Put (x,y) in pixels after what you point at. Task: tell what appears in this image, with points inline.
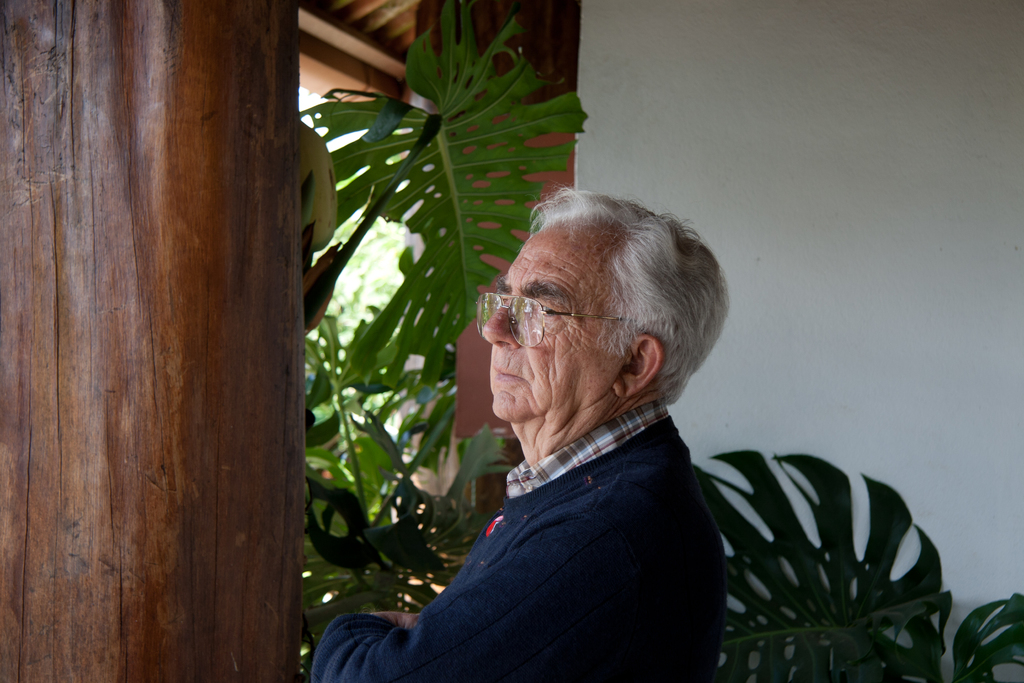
In this image we can see a person (557,443). Behind the person (488,612) we can see wooden object (264,331), plants (716,520) and a wall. At the top (348,45) we can see the wooden roof (350,68).
